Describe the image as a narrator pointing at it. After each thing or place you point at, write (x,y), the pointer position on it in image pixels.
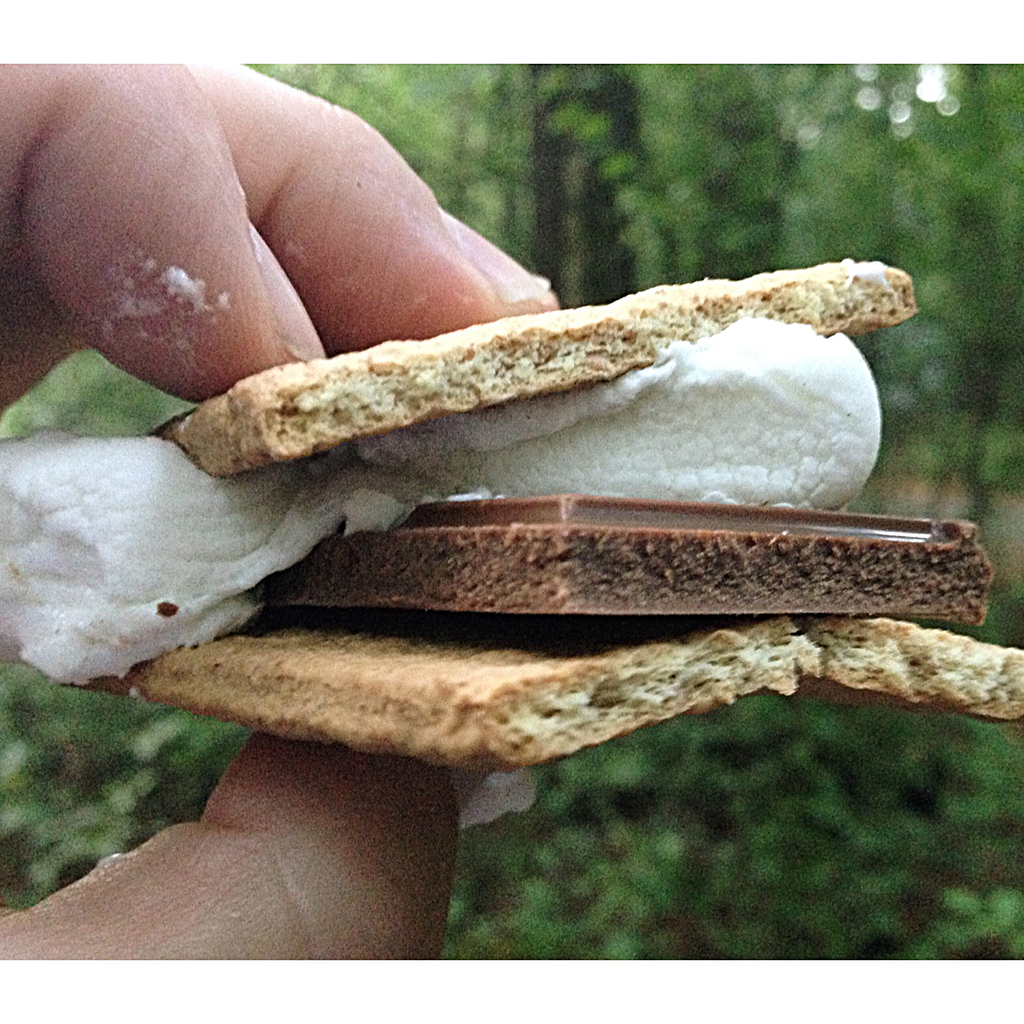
In the center of the image (515,451) there is a s'more (459,480) in person's hand (223,833). In the background (617,271) there are trees (879,133).
